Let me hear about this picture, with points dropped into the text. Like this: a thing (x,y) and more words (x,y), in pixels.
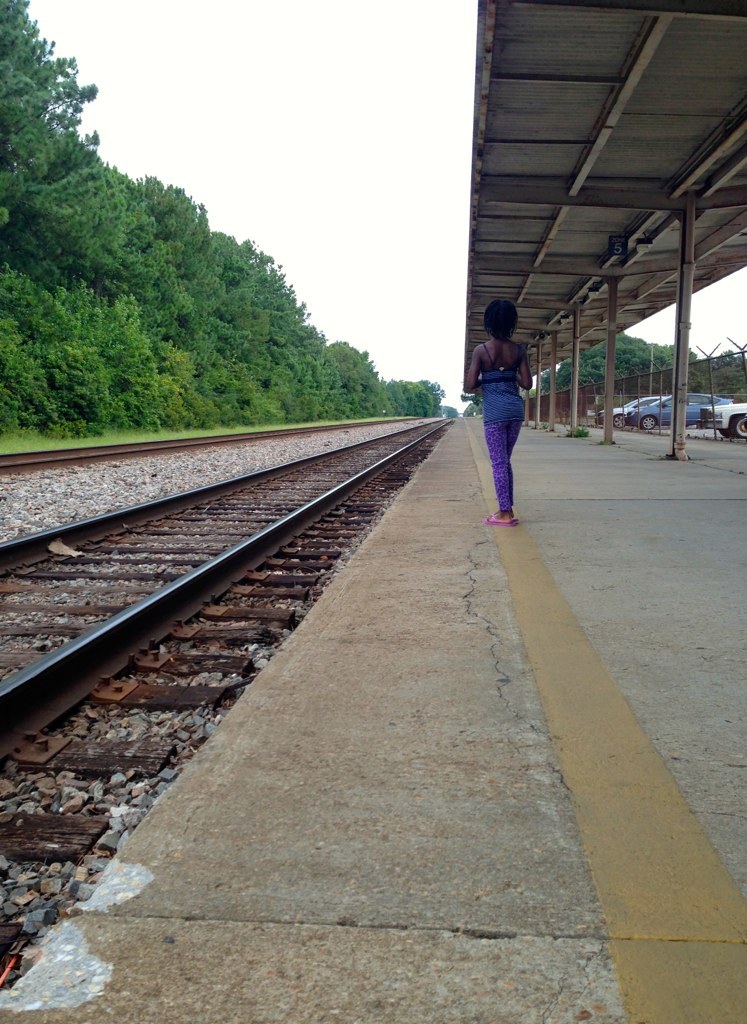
This image is taken outdoors. At the bottom of the image (469,827) there is a platform (489,744). On the left side of the image (198,260) there are many trees (324,416) and a railway track (138,695). At the top of the image (371,153) there is a sky (420,325) and a roof (646,178) with pillars (612,386). A girl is walking on the platform (479,486). On the right side of the image (632,419) a few cars (717,406) are parked on the road (661,431).
